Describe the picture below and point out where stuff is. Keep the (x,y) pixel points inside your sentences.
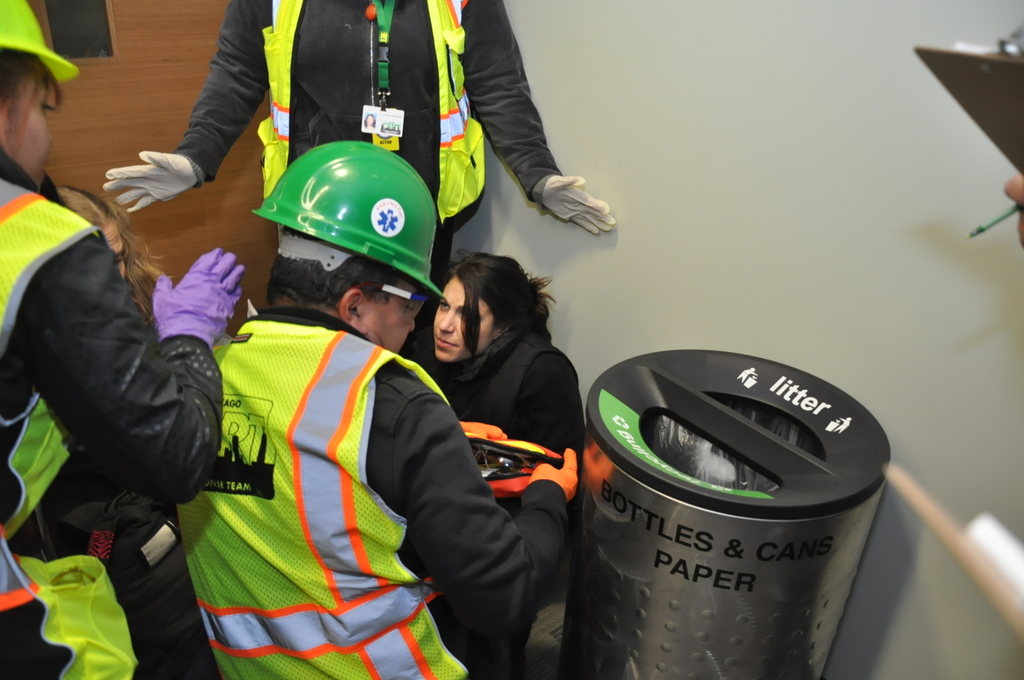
In this picture, we see two people (210,342) in the uniform (311,77) are standing. The man (340,249) in the middle of the picture (417,422) is holding a red color object (535,449) in his hands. Beside him, we see a garbage bin (656,513). Beside that, the woman (502,378) in the black dress (472,366) is sitting on the floor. On the right side (994,108), we see two clipboards (999,129) and a pen (983,229). In the background (817,189), we see a wall (830,268) in white and brown color.
